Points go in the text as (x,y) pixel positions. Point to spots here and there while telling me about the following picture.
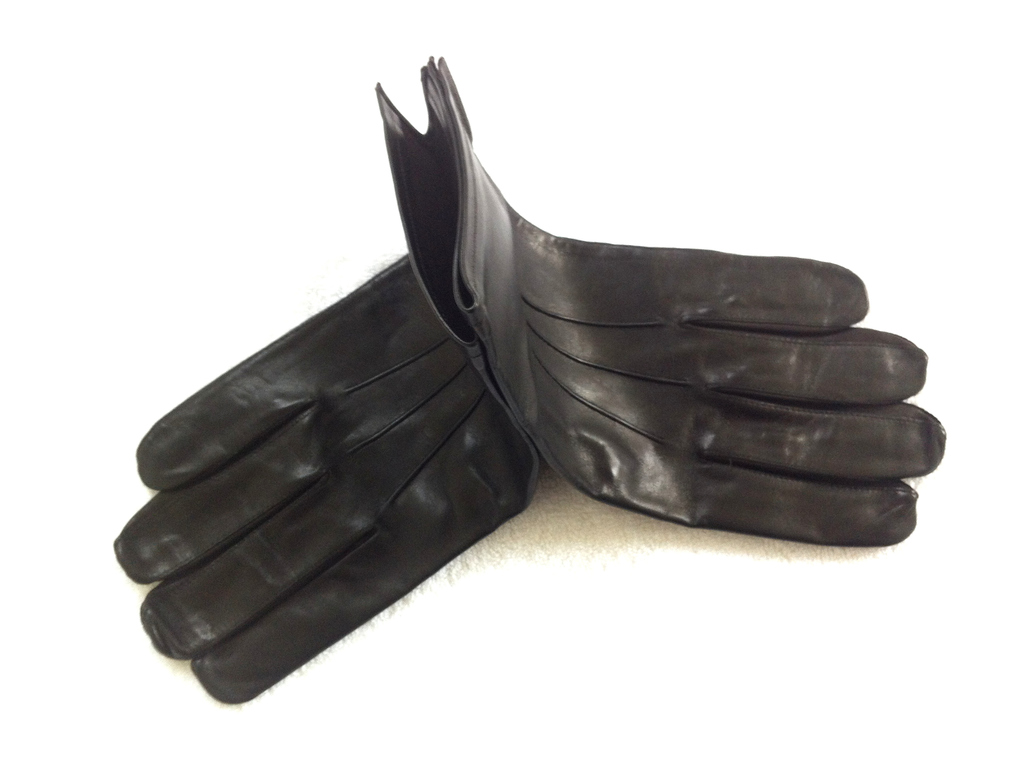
In the picture there are gloves (264,536) present.
